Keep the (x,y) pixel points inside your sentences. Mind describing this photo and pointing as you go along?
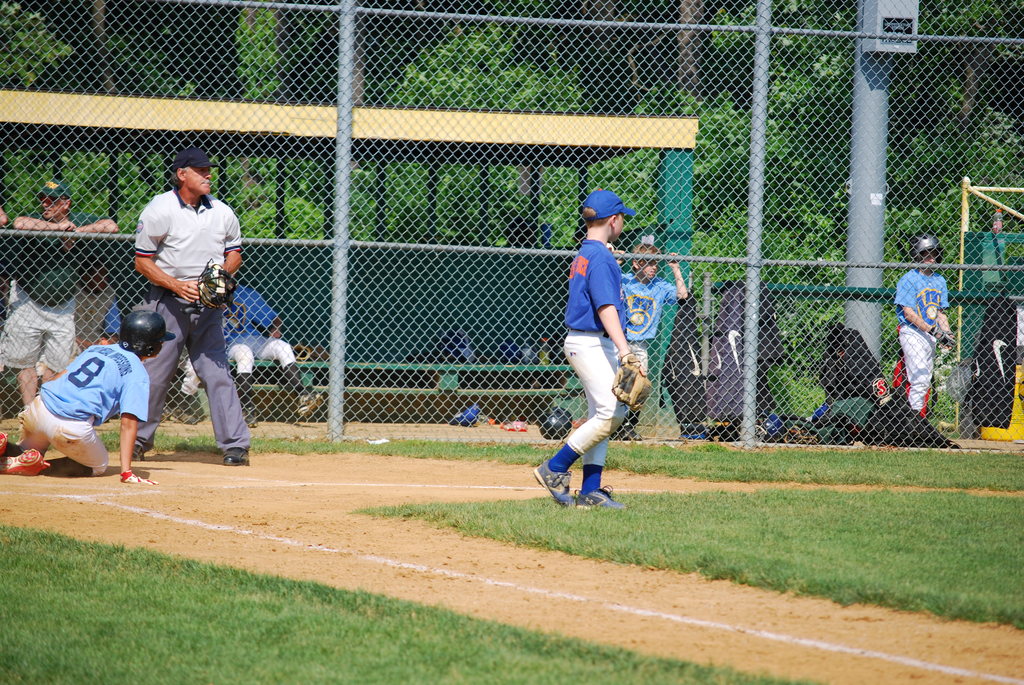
In the picture we can see a playground (692,663) with a grass surface (155,677) on it, we can see some children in sports wear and behind them, we can see a fencing wall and behind it, we can see some boys (913,375) are standing and one man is sitting on the bench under the shed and behind it we can see full of trees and plants (508,174).
